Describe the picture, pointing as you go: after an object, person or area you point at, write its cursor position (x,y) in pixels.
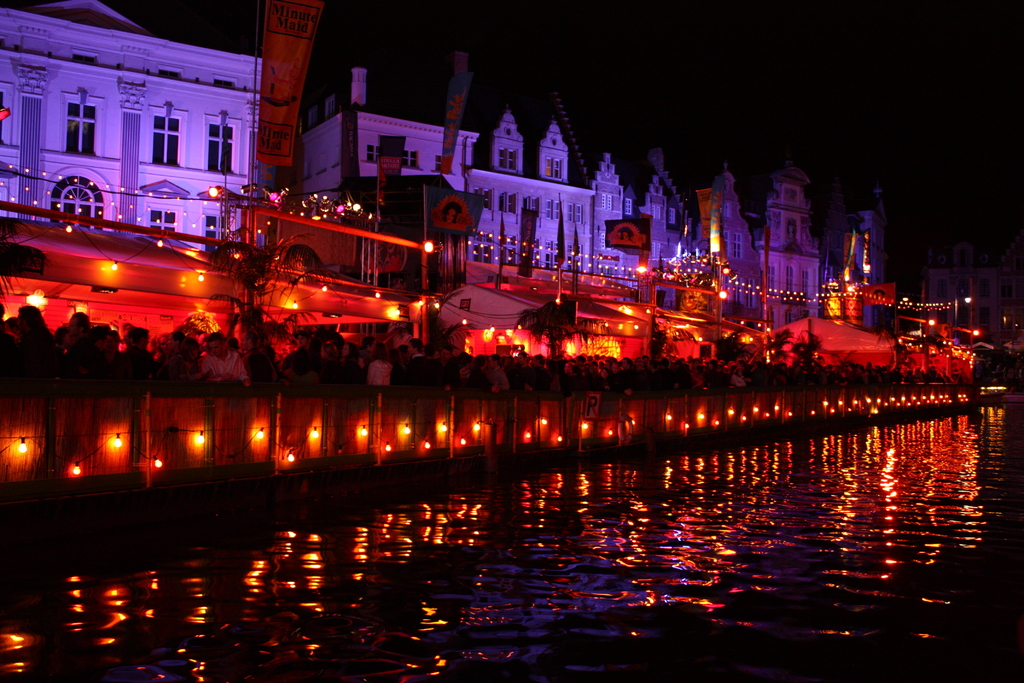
In this image I can see water (472,500), few buildings (480,176), few boards (351,152) and number of lights (952,349) as decoration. I can also see number of people (99,326) over here and I can see this image is little bit in dark.
